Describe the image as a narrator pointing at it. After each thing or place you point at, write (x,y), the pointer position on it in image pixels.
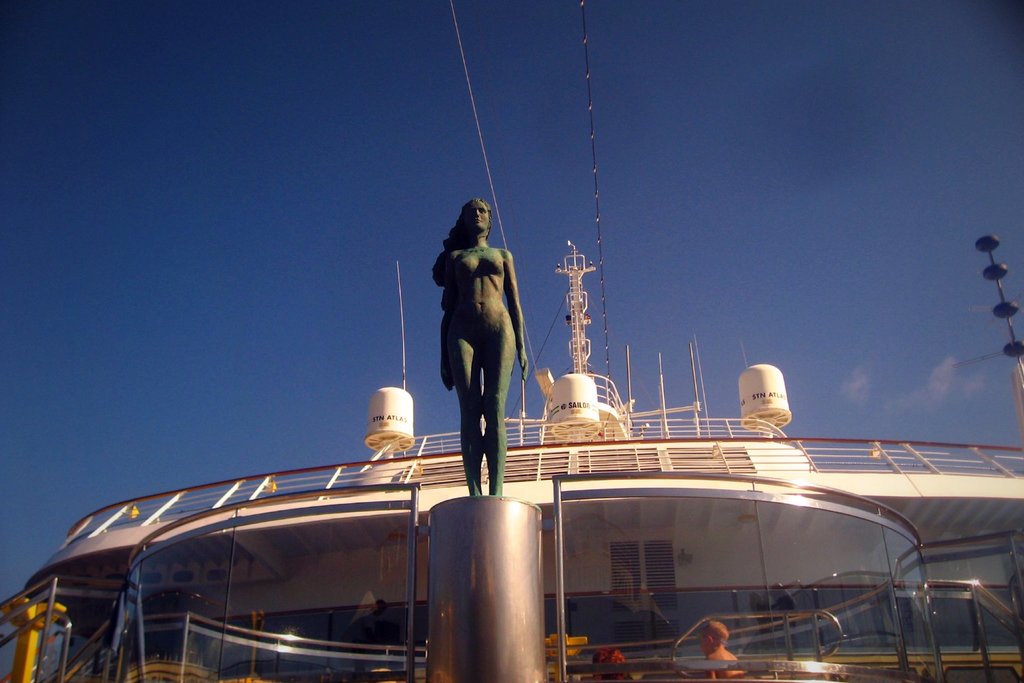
In this image we can see the statue (505,253), glass wall (372,548), ship (559,547), wires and the blue sky (992,391) with clouds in the background (850,338).
